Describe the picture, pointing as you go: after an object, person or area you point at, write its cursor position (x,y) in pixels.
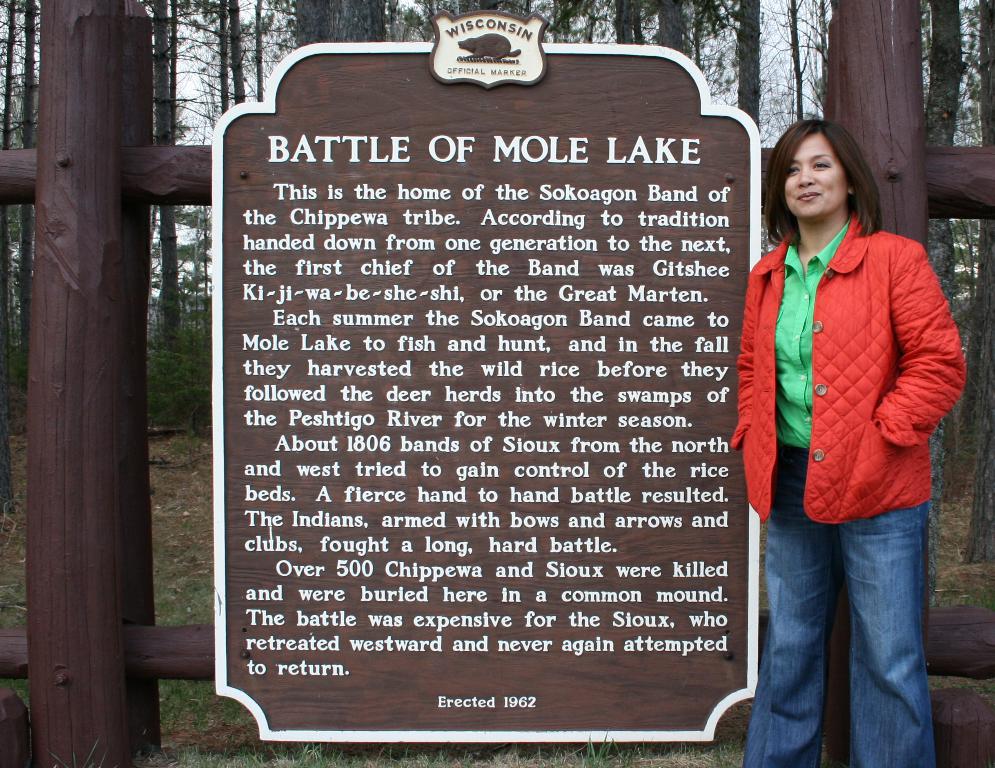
In this image, at the right side (865,447) there is a woman (879,330) standing and she is wearing a jacket (815,360), there is a brown color board (356,78), on that board (302,90) we can see some text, in the background (792,68) there are some trees (759,63).
